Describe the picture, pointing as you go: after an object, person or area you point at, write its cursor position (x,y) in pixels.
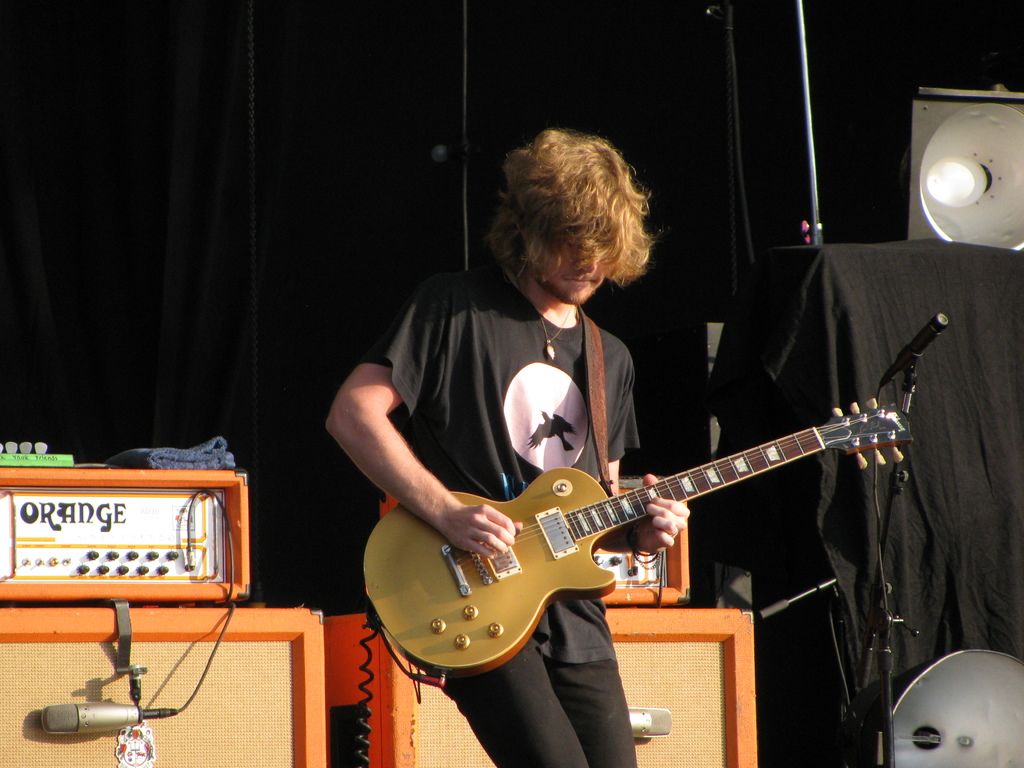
Background (115,128) is dark. Here we can see a man (633,274) wearing a black t-shirt (498,434) and playing a guitar (598,516). These are electronic devices (166,701).
